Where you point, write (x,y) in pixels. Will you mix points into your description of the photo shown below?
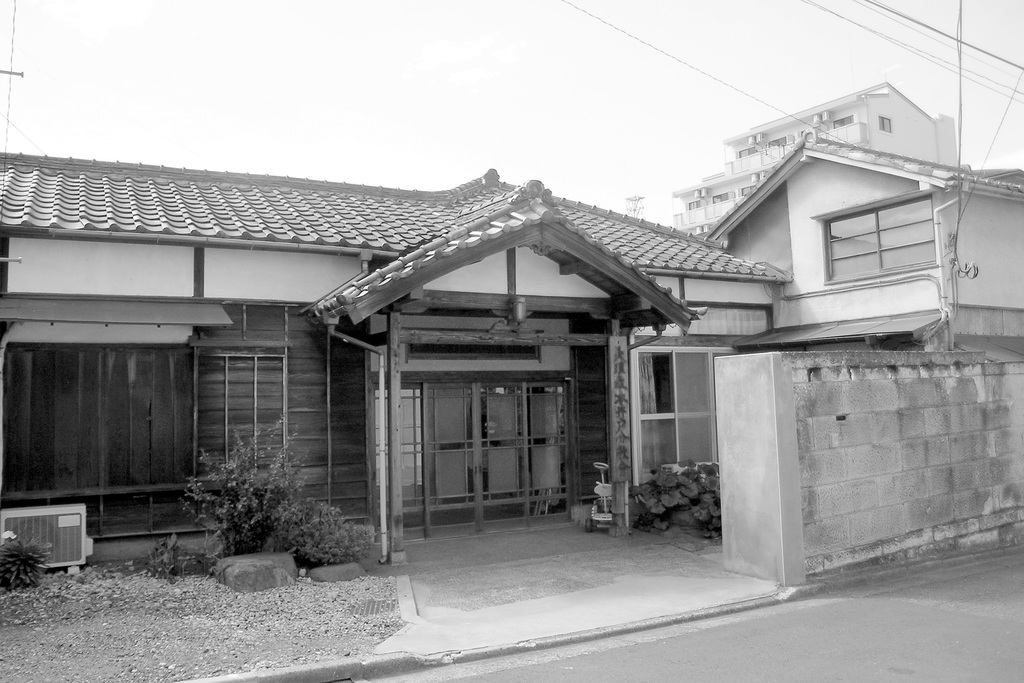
In this image there is a front view of the house (488,363), there is a plant (262,506), there is a road (878,630), there is a building (800,220), there are wires (856,25), there is a sky (795,58).
